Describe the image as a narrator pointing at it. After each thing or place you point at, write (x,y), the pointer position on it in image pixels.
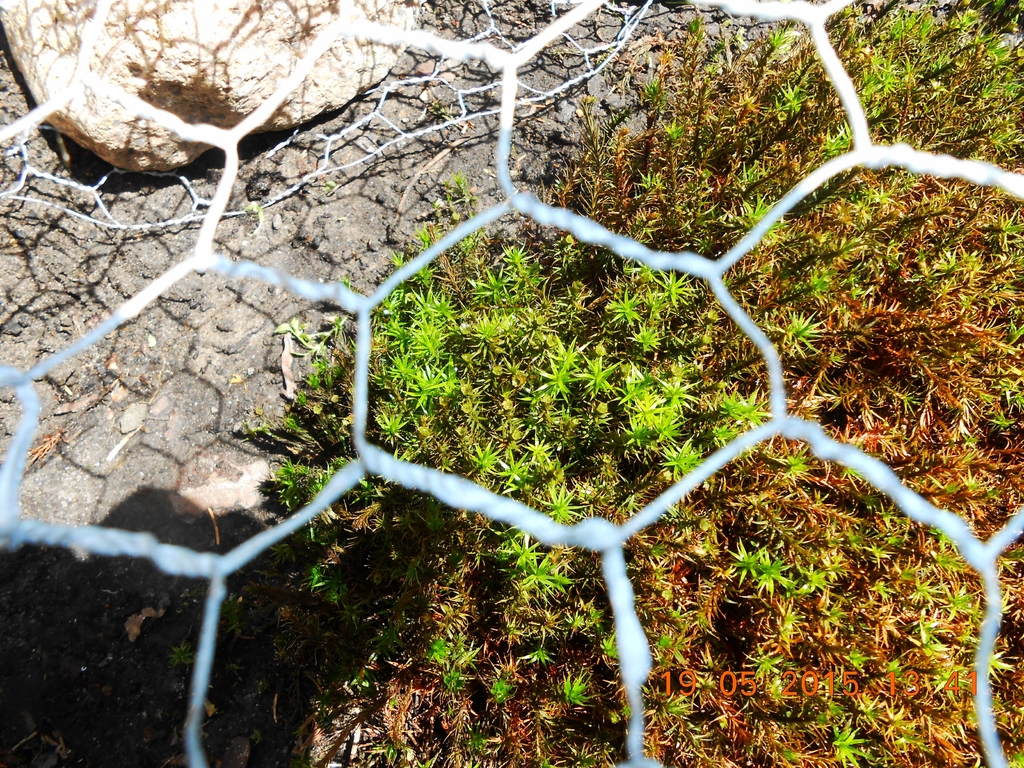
In this image, we can see a mesh (363,383) and through the mesh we can see some plants (485,315) on the ground (332,262) and there is a rock (237,45).
